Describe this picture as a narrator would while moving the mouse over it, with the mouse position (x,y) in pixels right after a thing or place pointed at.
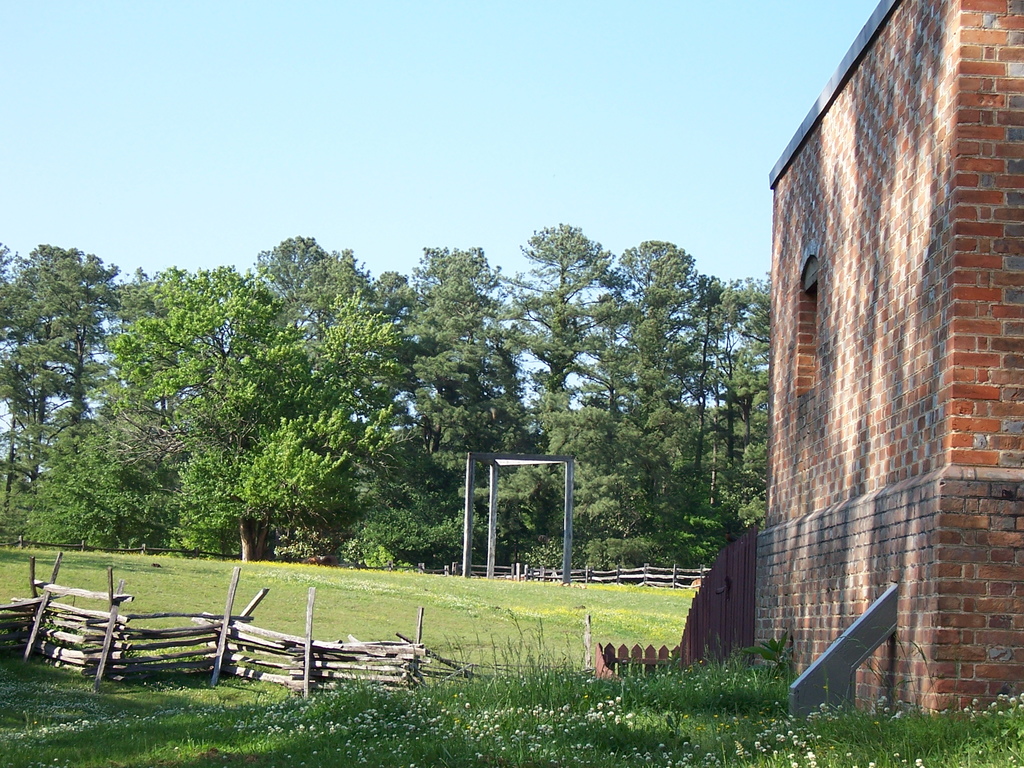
In this picture we can see a house (830,447) and on the left side of the house (800,664) there are some wooden objects (333,660) and grass (368,699). In front of the house (804,438) there are poles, wooden fence (612,572), trees (632,538) and the sky (370,79).
